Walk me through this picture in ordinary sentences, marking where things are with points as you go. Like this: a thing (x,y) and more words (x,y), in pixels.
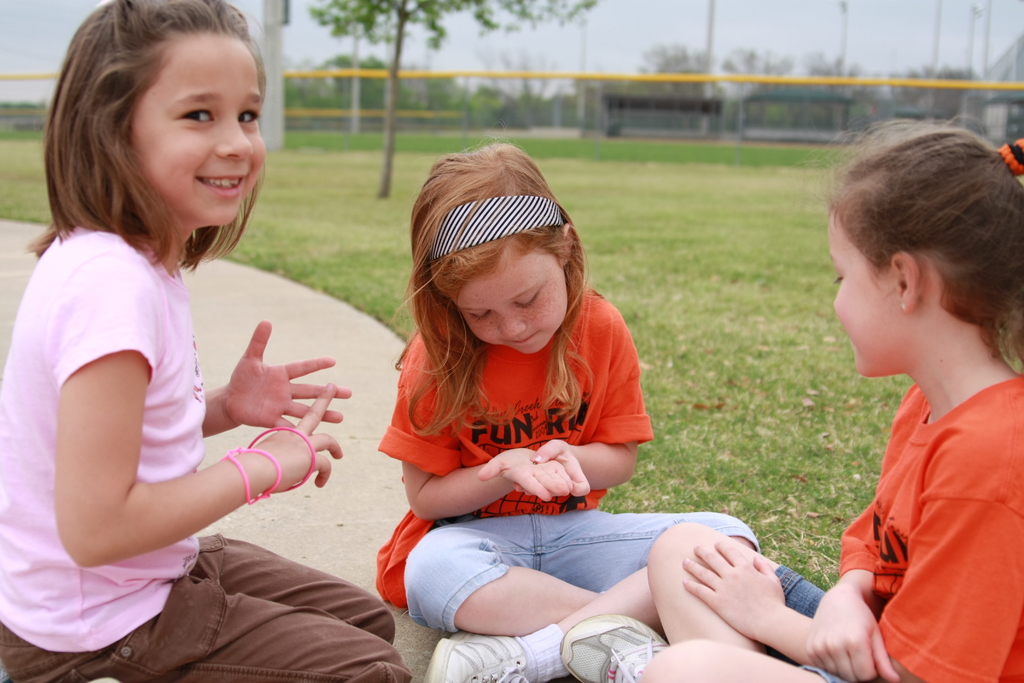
In this image we can see three girls (505,454) are sitting and there are some trees (309,97) and grass (658,377) on the ground (380,238). At the top (479,44) we can see the sky (468,38) and in the background (449,41) the image is blurred.
